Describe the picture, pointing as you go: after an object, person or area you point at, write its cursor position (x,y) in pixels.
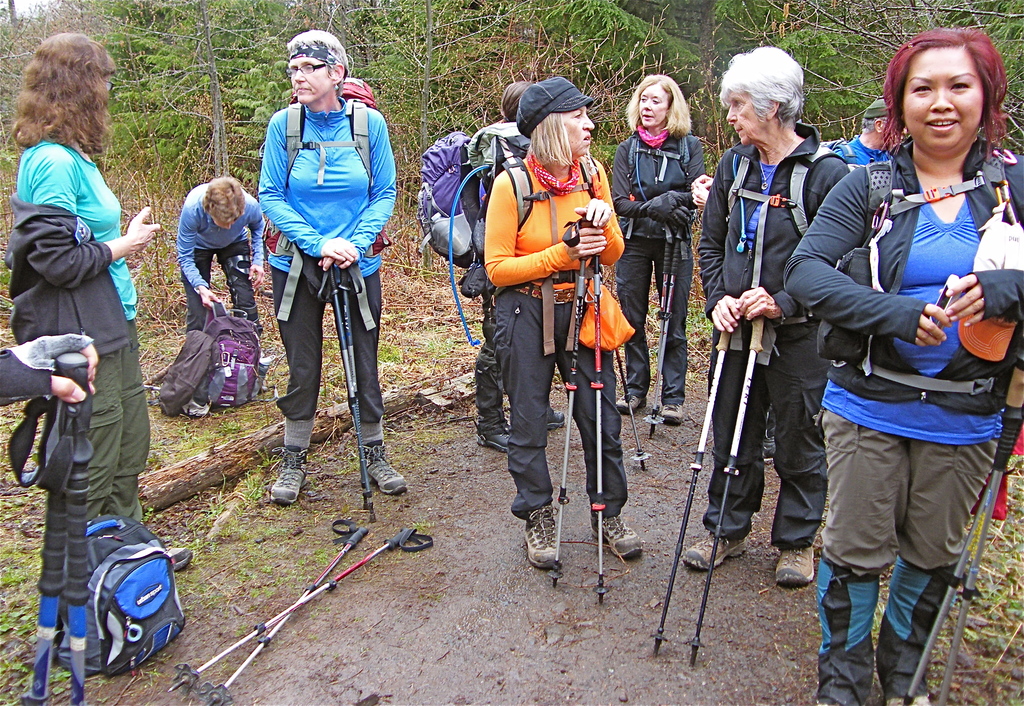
In this image we can see these people (956,428) wearing dresses (120,441), backpacks (441,240) and shoes (286,447) are standing on the ground (411,586) and these people (786,474) are holding sticks (750,360) in their hands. In the background (824,32), we can see trees (728,43).
